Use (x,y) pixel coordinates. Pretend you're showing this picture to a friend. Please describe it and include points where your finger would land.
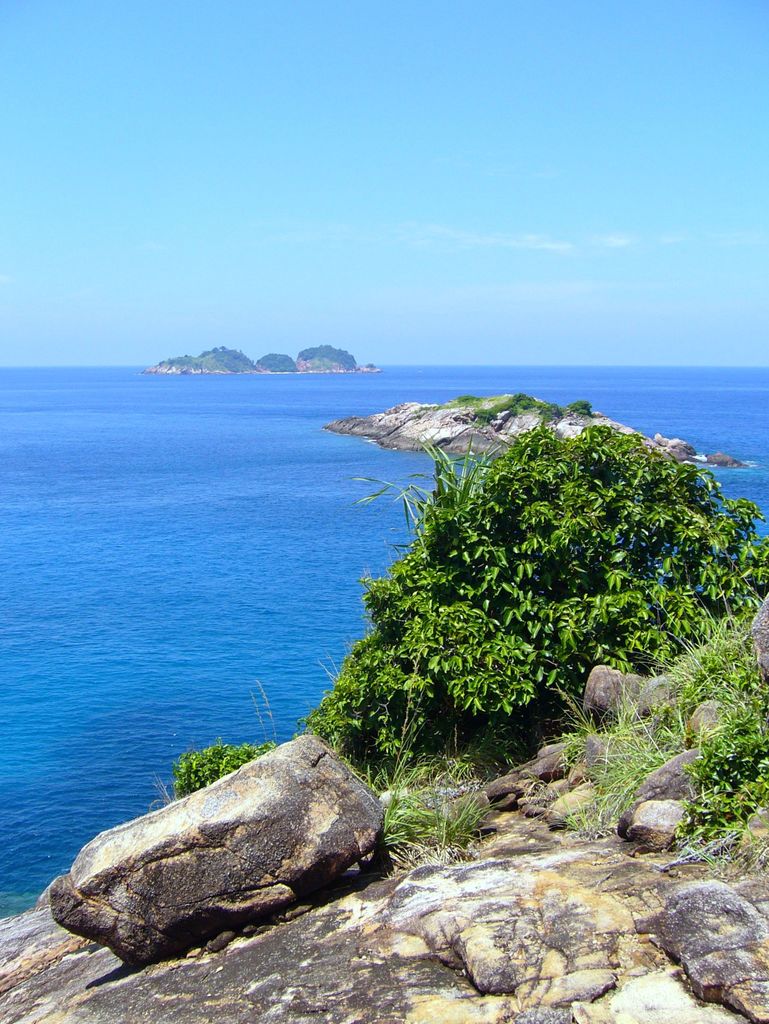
In this picture I can see rocks (336,911), trees (510,645) and grass (602,819). In the background (354,385) I can see water (286,376) and the sky (302,198).
